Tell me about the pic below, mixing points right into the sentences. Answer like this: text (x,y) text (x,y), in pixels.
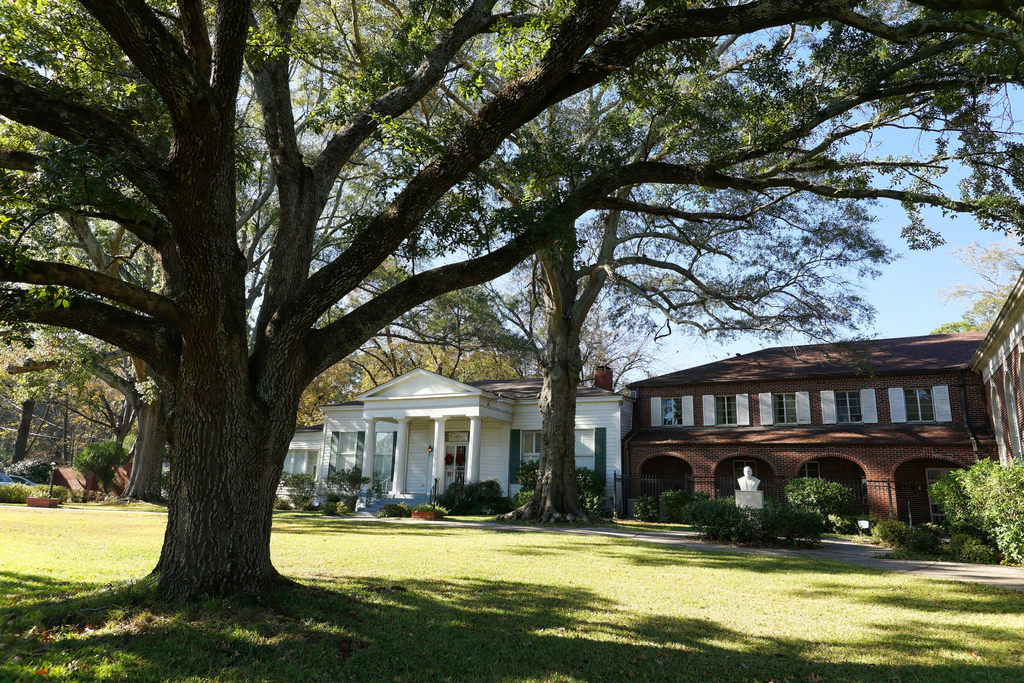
On the left (203,203) we can see a tree (357,268) and there's grass (385,625) on the ground (347,592). In the background (157,473) we can see buildings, windows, doors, statue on a platform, trees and sky (737,316).
